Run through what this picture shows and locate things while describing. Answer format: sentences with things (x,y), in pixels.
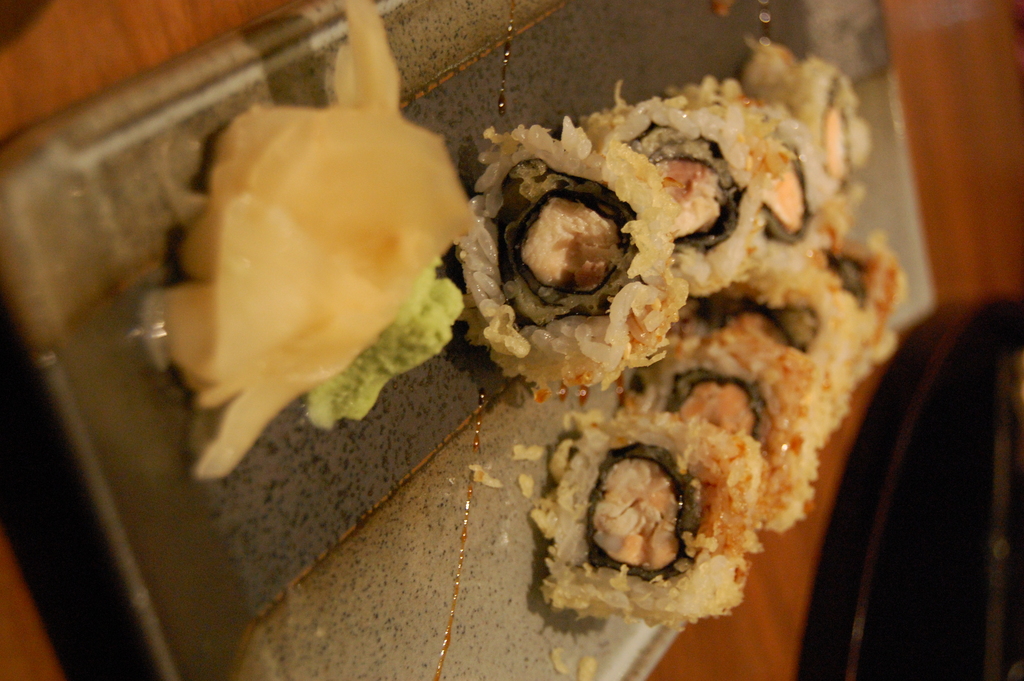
The picture consists of a table (776,680), on the table (104,45) there is a chop board (143,555). On the board (284,603) there are food items (564,213) like sushi rolls (691,229).
